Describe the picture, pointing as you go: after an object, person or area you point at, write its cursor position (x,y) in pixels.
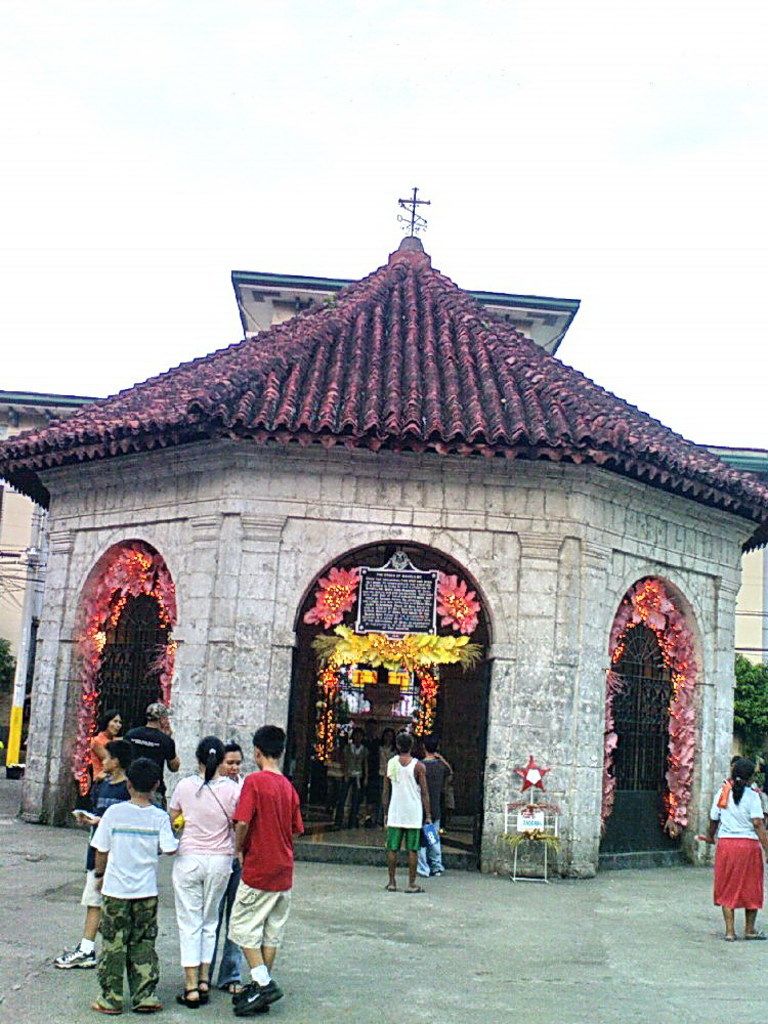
In this picture we can see group of people (215,801), in front of them we can find few buildings (452,547), flowers (468,626), trees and poles (31,577).
